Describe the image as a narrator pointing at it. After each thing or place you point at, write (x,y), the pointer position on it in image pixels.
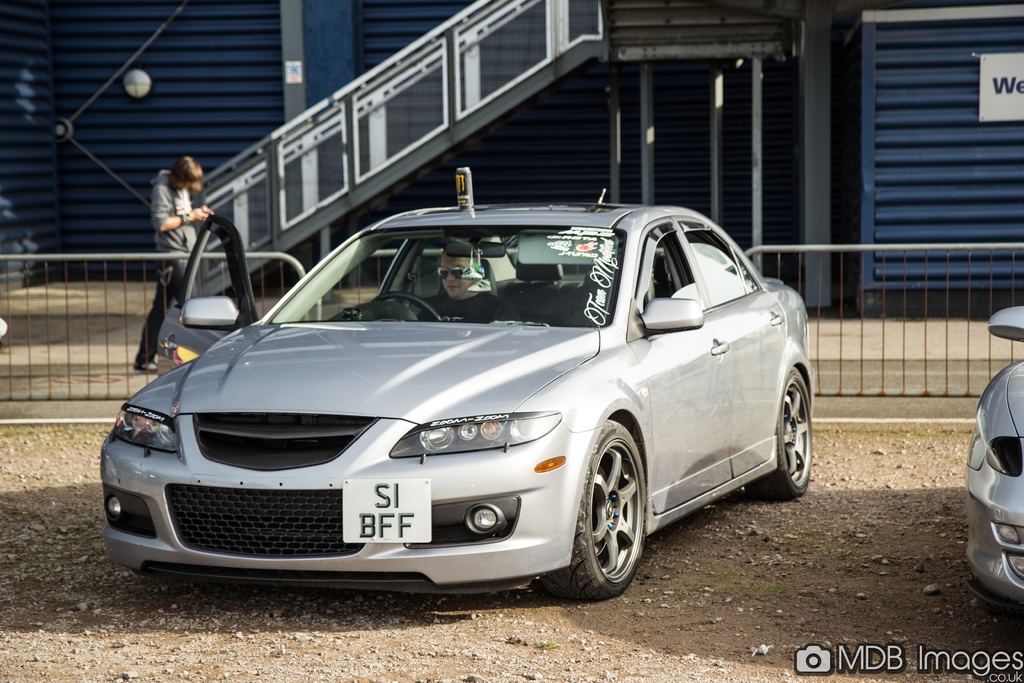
In this image there is a car (544,396) on the ground (520,608). In the background (440,115) there is a building (355,102) with the staircase (389,129). In the background (888,292) there is a fence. On the left side (200,209) there is a person (193,211) standing on the floor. On the ground (116,604) there are stones (163,609). On the right side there is another car (981,446). In the background (964,135) there is a store (961,114) to which there is a board (996,98).
